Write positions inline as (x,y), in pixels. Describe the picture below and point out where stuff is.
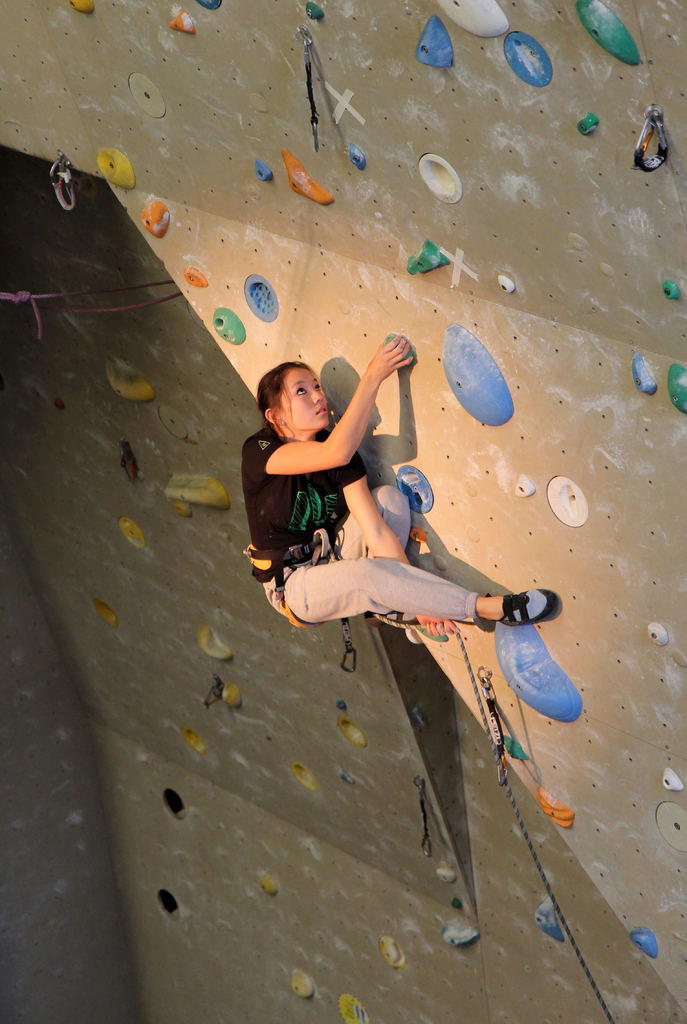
In this picture we can see a girl (296,511) climbing here, there is a rope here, we can see a wall (593,764) in the background (644,667).
